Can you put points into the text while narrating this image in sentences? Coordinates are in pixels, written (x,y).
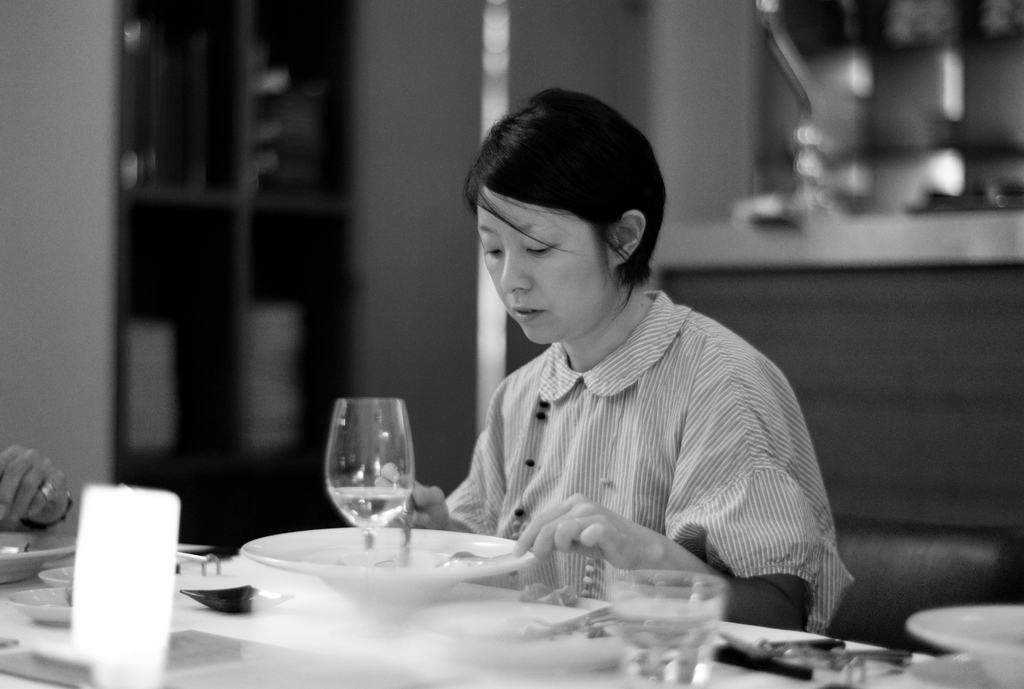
In this image I can see a woman (603,417) is holding spoons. I can also see a plate (312,566) and few glasses (357,419).
